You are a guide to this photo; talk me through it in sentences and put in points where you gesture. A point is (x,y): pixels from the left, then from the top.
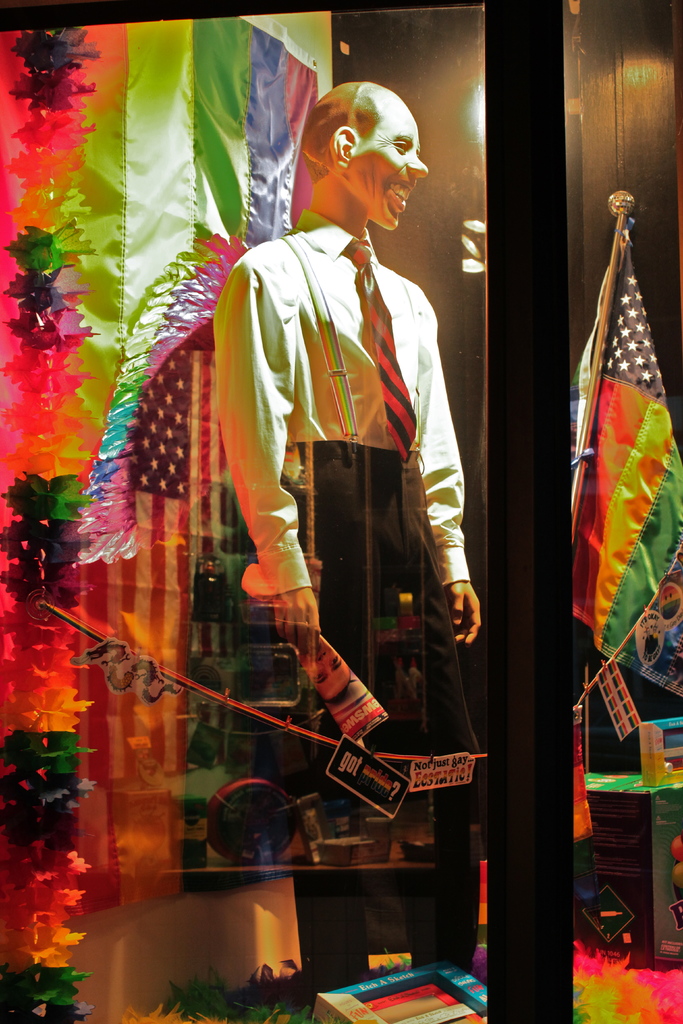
In this image I can see the glass (369,541) through which I can see a mannequin (400,290) wearing dress (345,472), a flag (598,444), a light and few colorful objects (366,989).
